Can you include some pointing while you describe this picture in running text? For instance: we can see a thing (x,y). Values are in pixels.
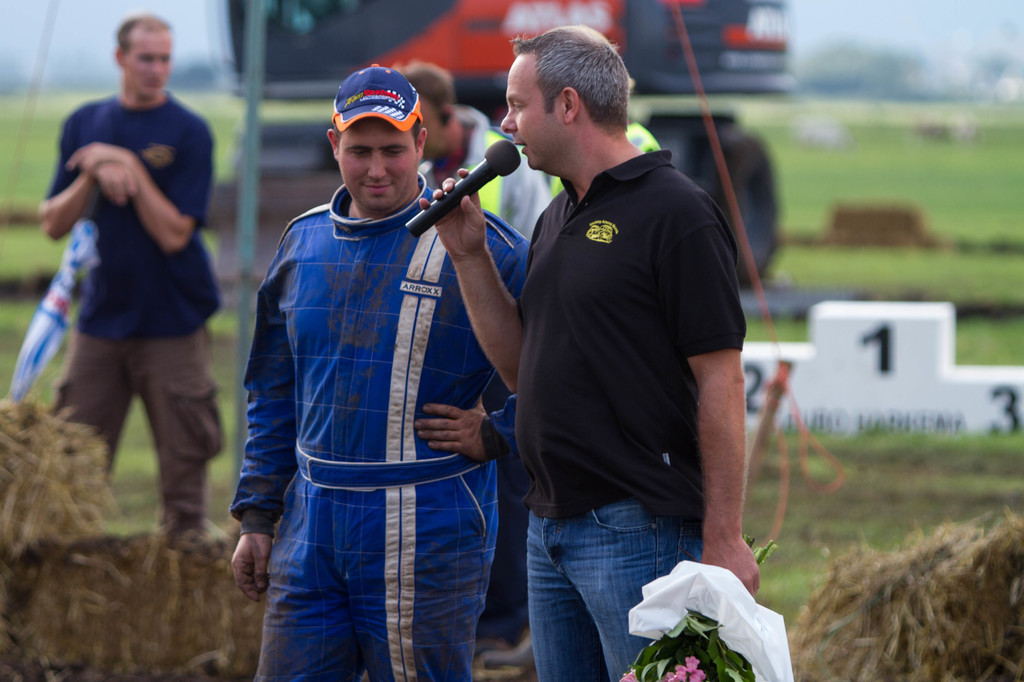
In this picture I can observe some people (178,288) standing on the land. One of them is holding a mic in his hand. The background (404,10) is blurred.
